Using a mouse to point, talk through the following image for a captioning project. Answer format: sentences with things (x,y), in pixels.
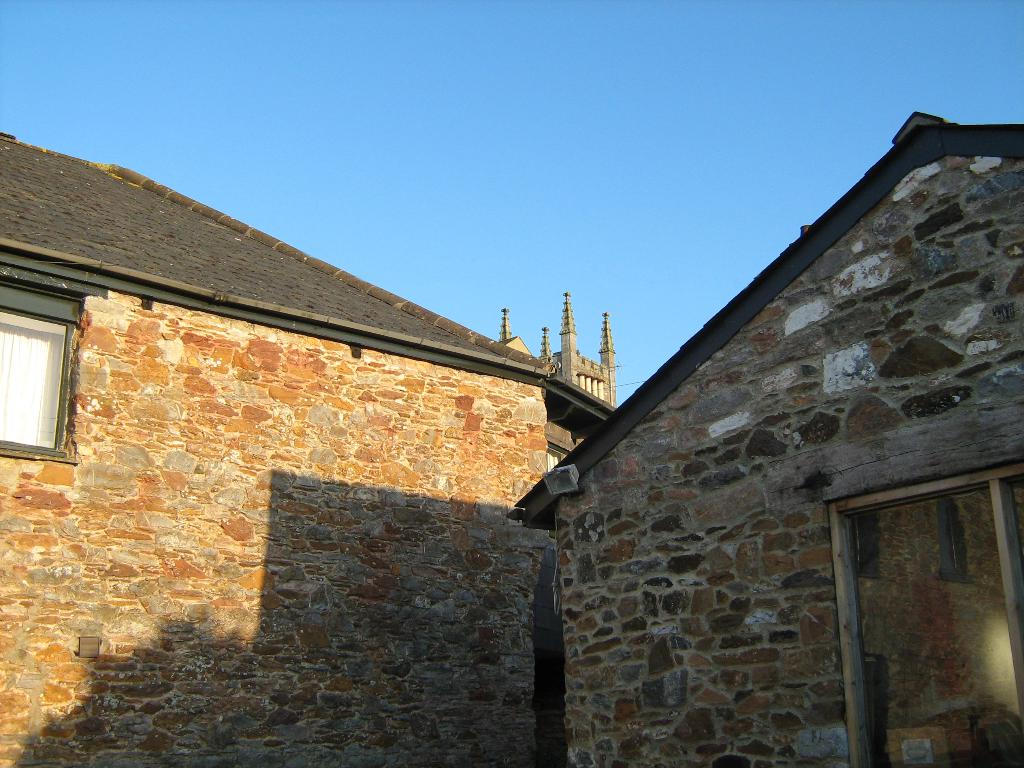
In this image I see the buildings (641,458) and I see windows (877,525) and in the background (572,134) I see the sky (523,159).
